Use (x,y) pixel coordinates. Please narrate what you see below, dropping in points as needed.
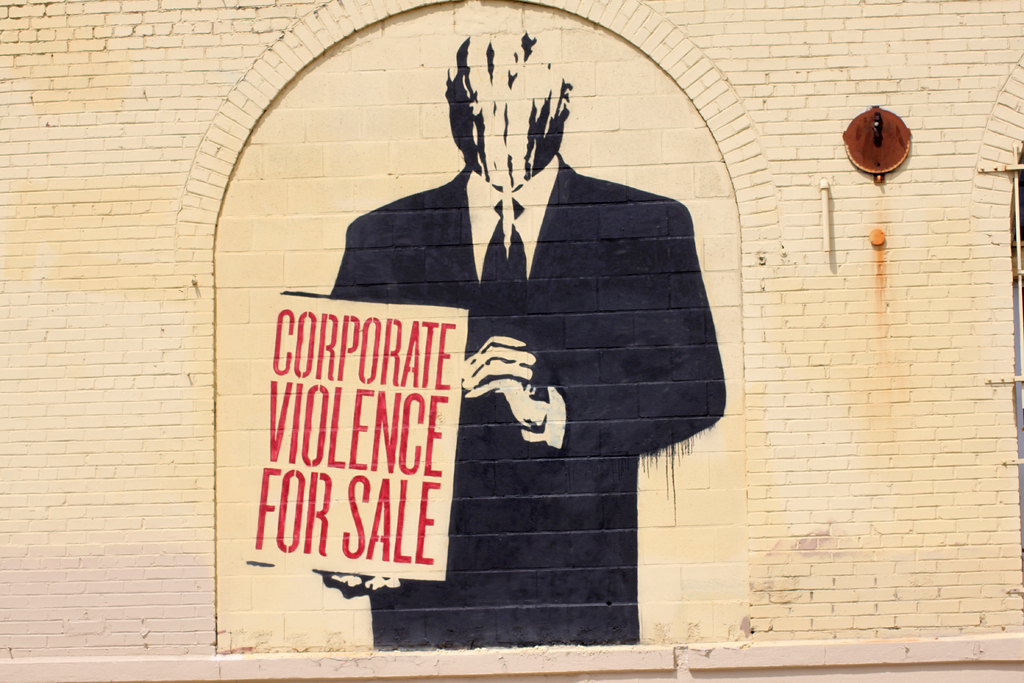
In this picture we can see a wall (747,452), on this wall (764,441) we can see a painting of a person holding a board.
